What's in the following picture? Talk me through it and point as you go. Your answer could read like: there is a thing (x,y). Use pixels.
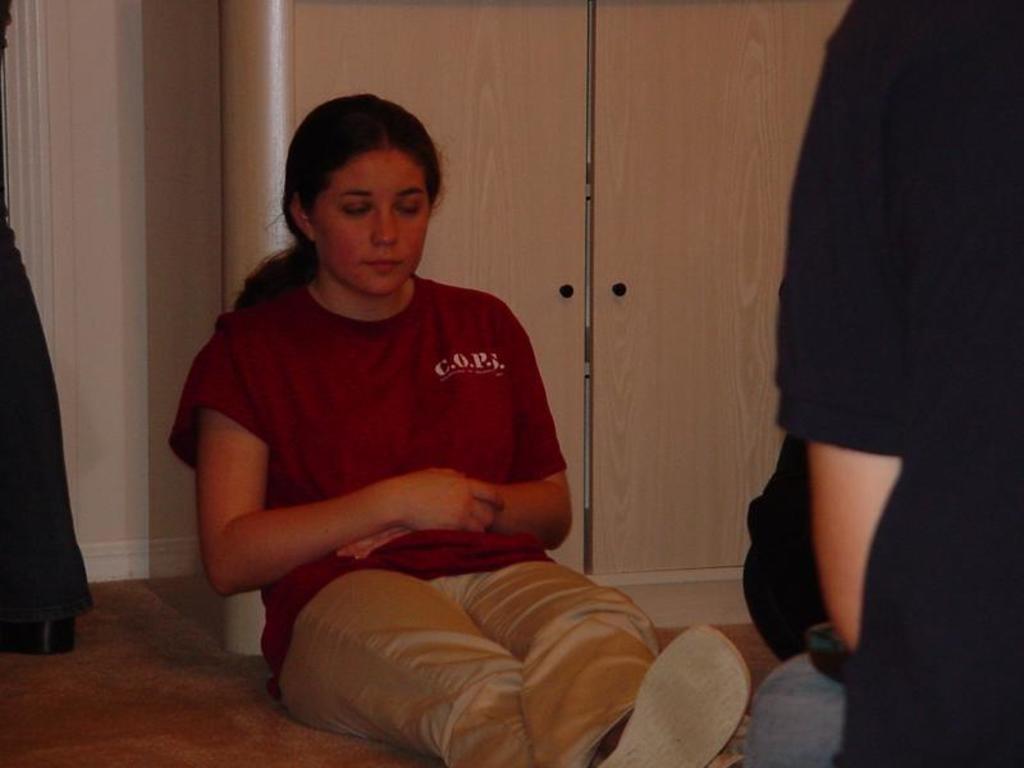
There is a woman (420,615) sitting on the floor (214,696) as we can see in the middle of this image (367,431). There is one other person (875,452) present on the right side of this image (911,409). There is a wooden wall (646,168) in the background (593,364).
